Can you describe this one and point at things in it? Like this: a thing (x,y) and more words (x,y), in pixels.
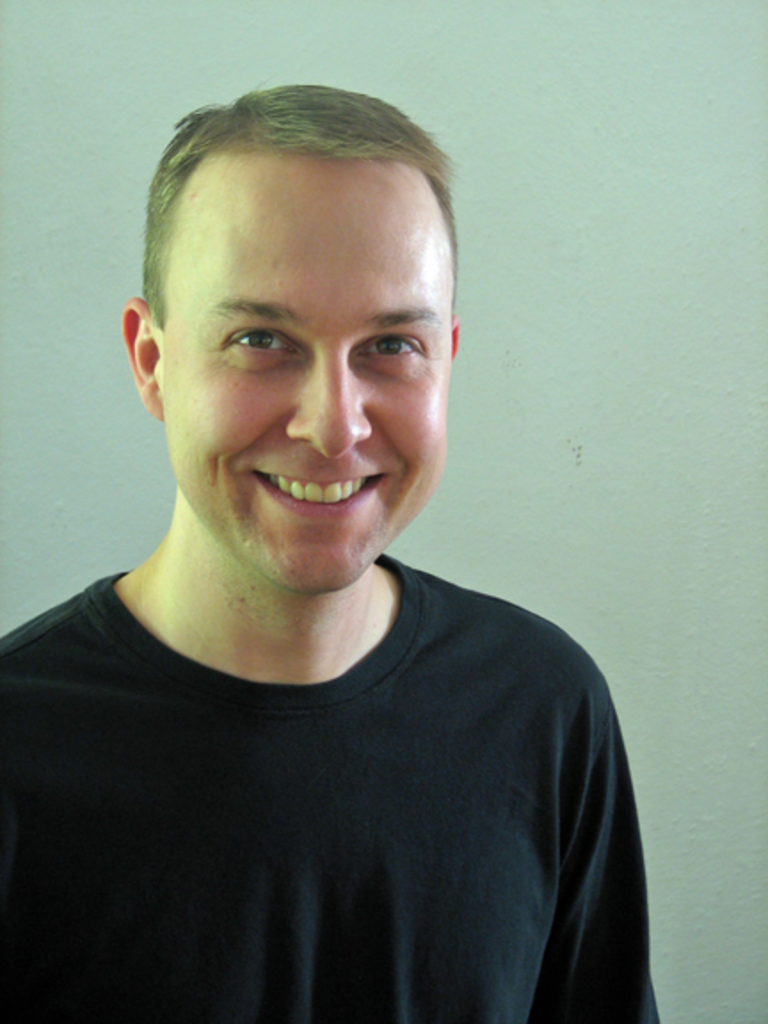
In the image there is a man (276,681) in black t-shirt (235,872) standing in front of wall (452,455) and smiling.
